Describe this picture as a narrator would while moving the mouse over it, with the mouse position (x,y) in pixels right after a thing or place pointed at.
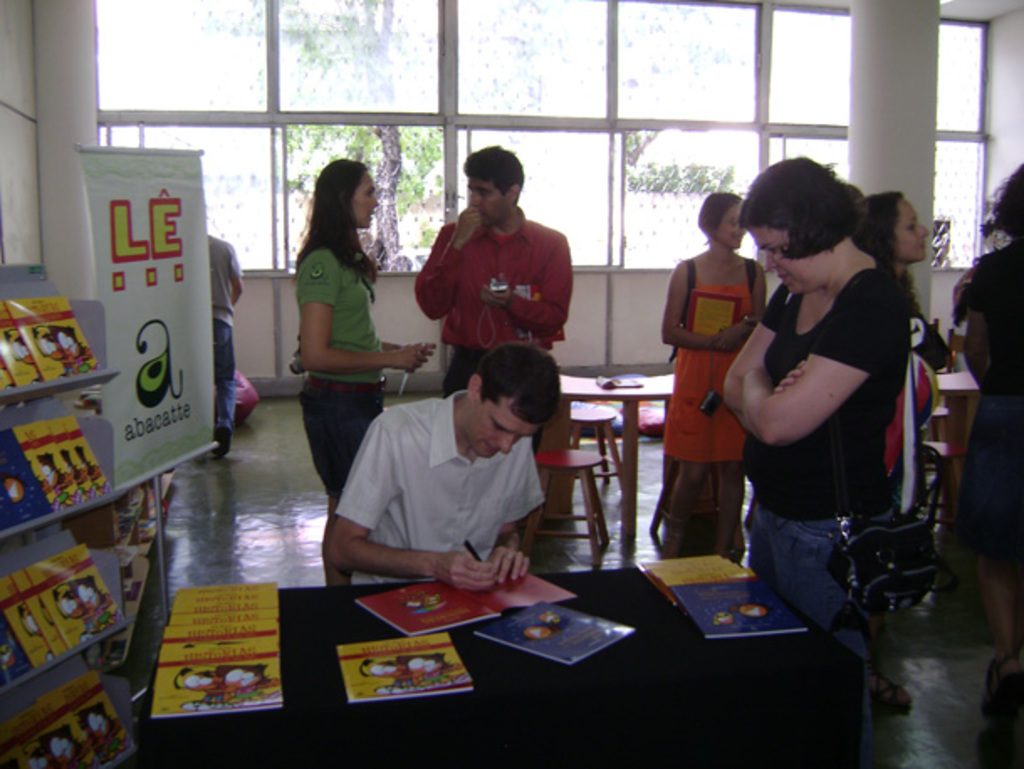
In this image there is a table (818,680), on that table (821,692) there are books (497,640), behind the table (809,666) there is a man (399,522) sitting on a chair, in the background (361,327) there are people (891,367) standing, there are tables (645,397) and chairs (602,454) and there is a wall (490,7) for that wall (977,35) there are glass windows (462,29), on the left side (86,329) there is a rack (41,391) on that rack (84,677), there are books (82,573) and there is a banner (107,197), on that banner (145,362) there is some text (136,245).
